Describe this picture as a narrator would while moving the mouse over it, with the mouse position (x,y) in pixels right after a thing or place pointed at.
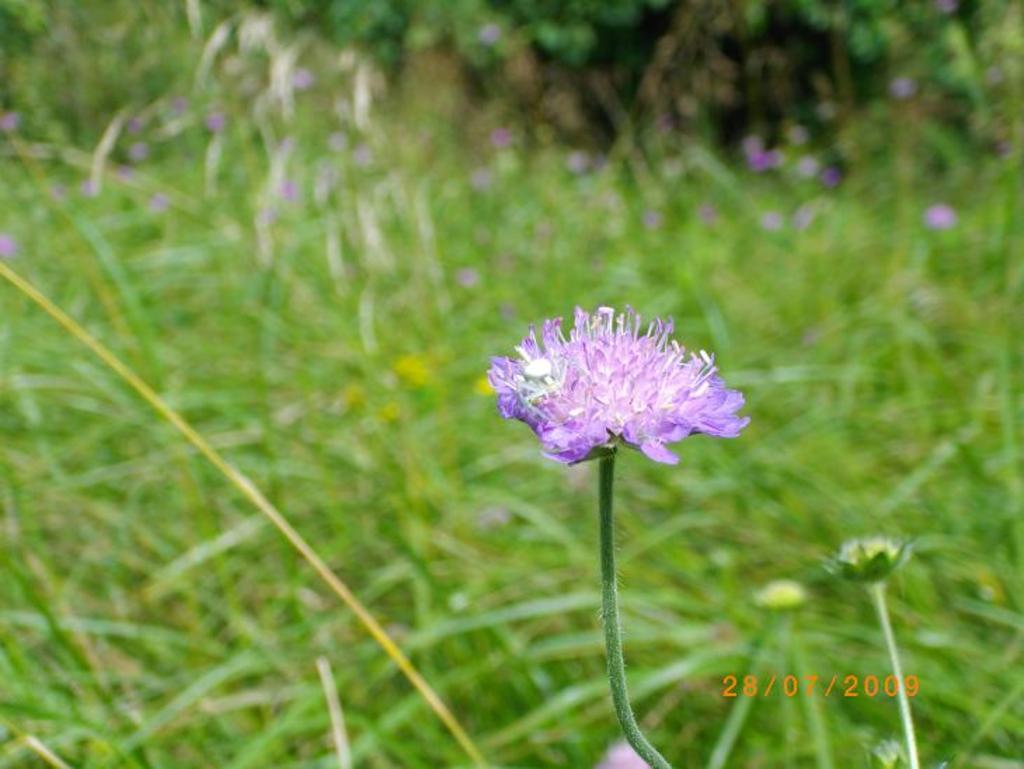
This picture is blur, in this picture we can see flowers (864,573), stems (794,624) and grass (474,399). In the bottom right side of the image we can see date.
